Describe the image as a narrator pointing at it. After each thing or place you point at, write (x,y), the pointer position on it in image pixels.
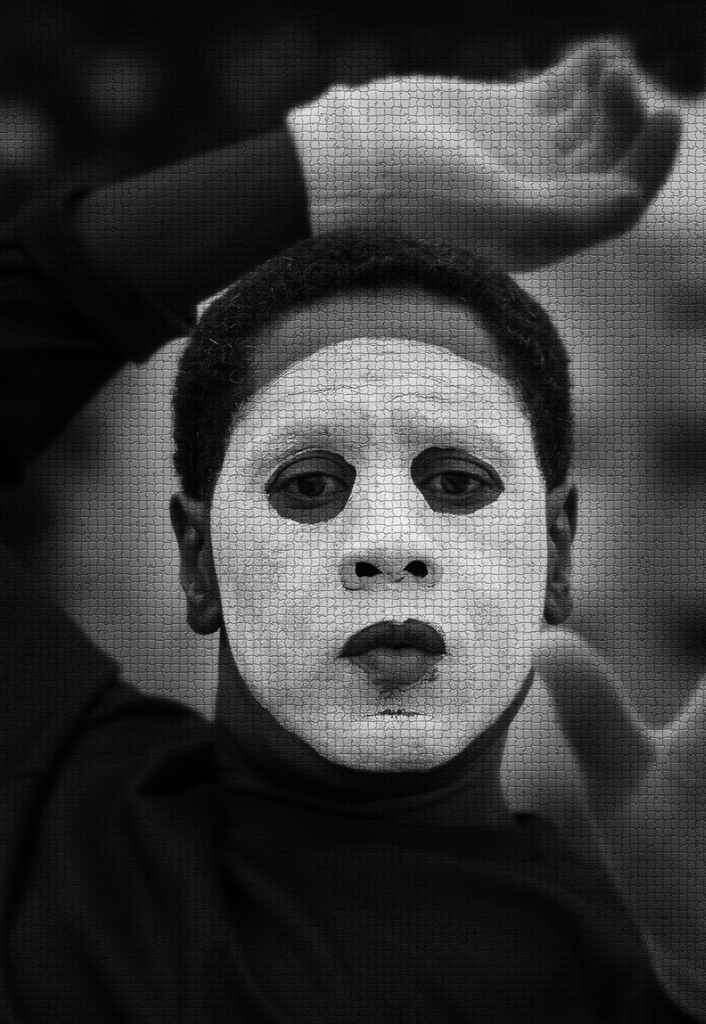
In the picture I can see a person (382,632) who is wearing a face mask (419,600) and hand gloves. This picture is black and white in color.
